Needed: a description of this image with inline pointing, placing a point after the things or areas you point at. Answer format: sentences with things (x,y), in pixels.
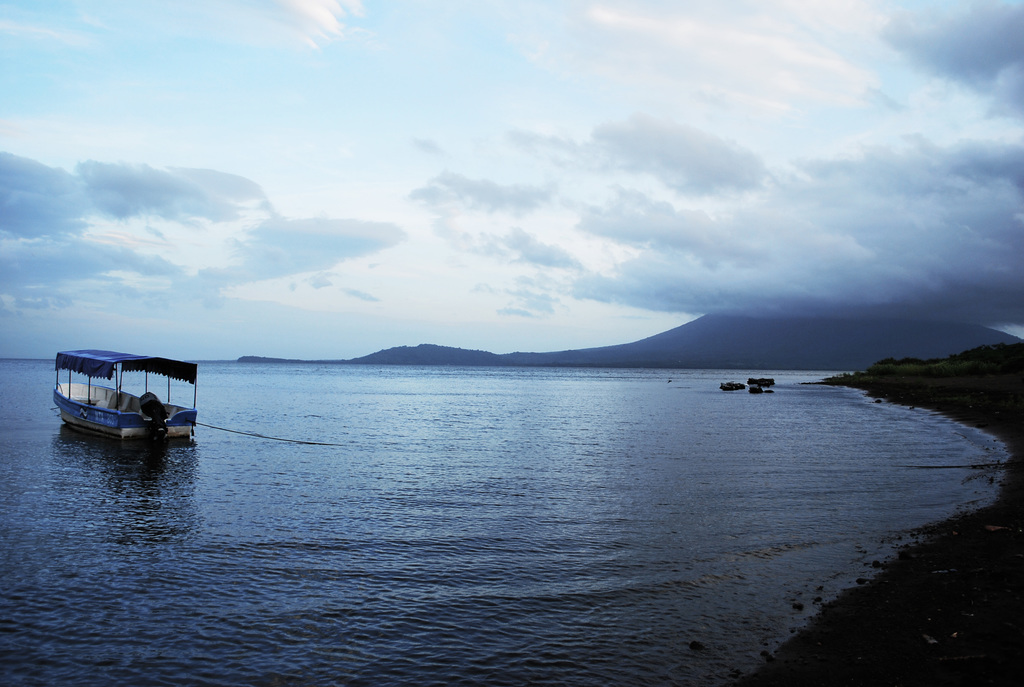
In this image, we can see water (600,558), there is a boat (64,402) on the water (96,480), we can see the mountain (597,356), at the top (467,111) there is a sky (454,108) which is cloudy.
